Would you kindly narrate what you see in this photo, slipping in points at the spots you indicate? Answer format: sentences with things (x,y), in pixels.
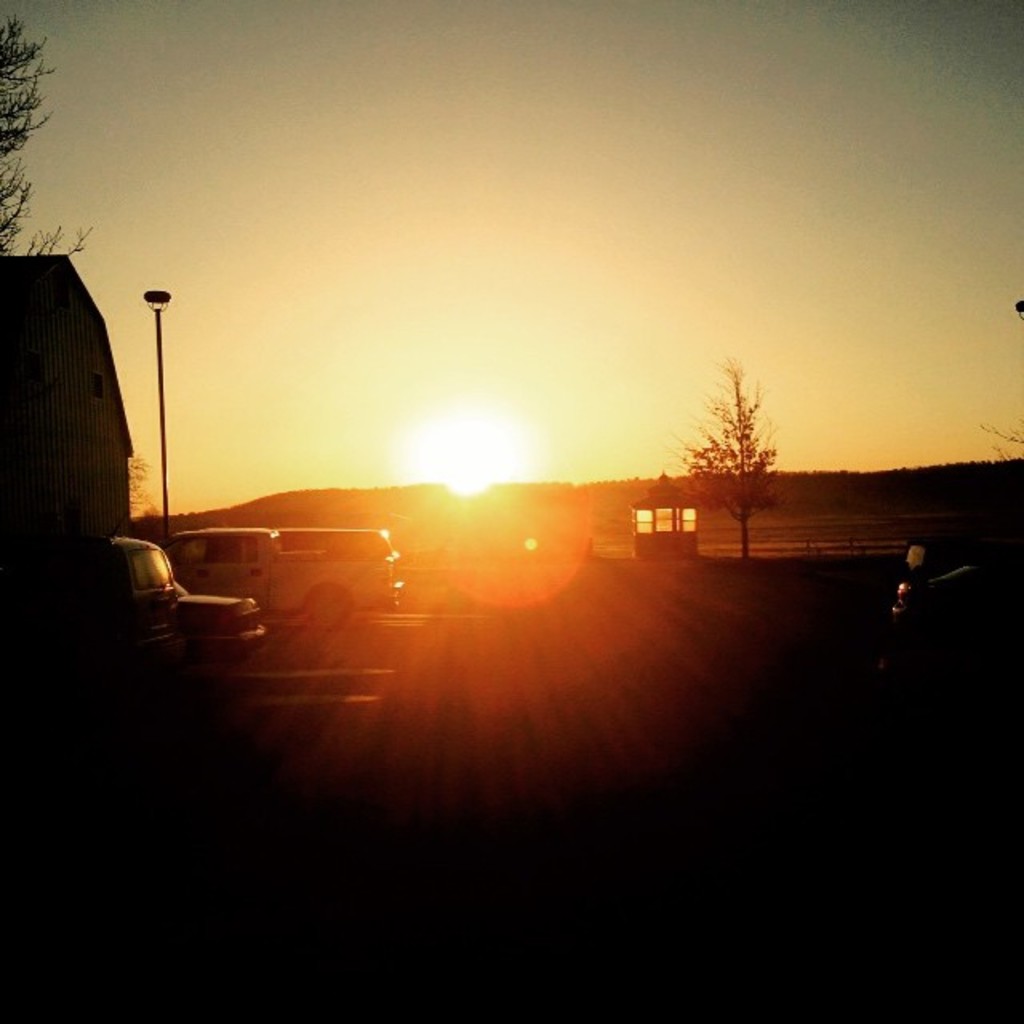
This part of the image is dark, where we can see a few vehicles (908,659) parked in a parking lot (165,706), we can see wooden house (104,325), trees (996,481), sun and the sky (687,234) in the background (429,273).
